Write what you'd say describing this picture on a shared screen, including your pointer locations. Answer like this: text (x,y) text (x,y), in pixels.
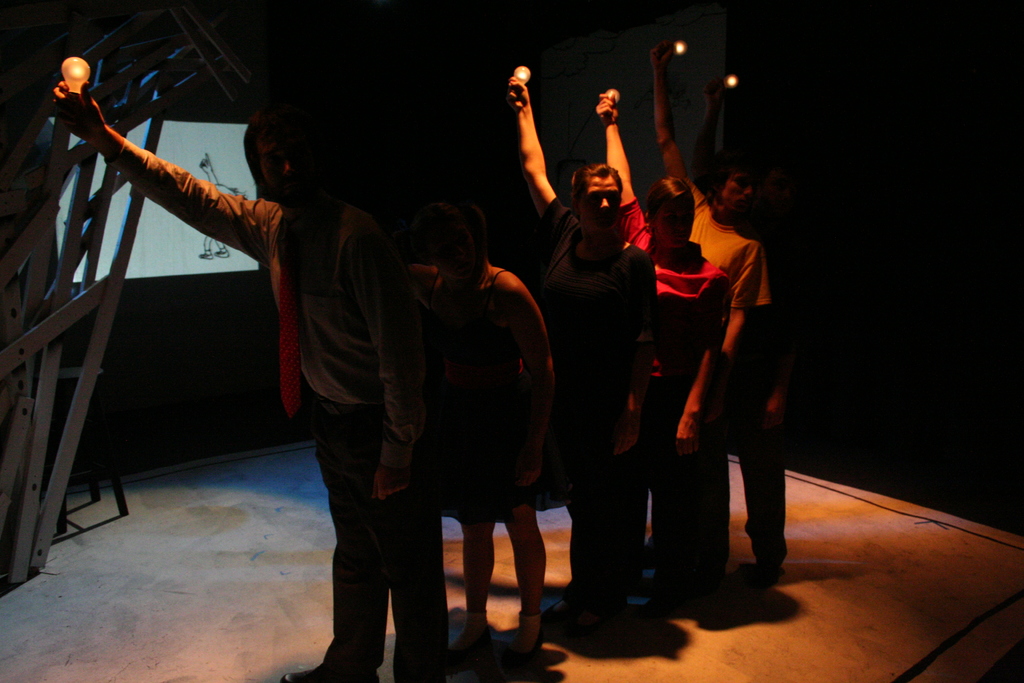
In this image I can see few people (445,271) are holding bulbs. I can see few iron rods (79,250), screen (188,248) and the dark background (396,20).
